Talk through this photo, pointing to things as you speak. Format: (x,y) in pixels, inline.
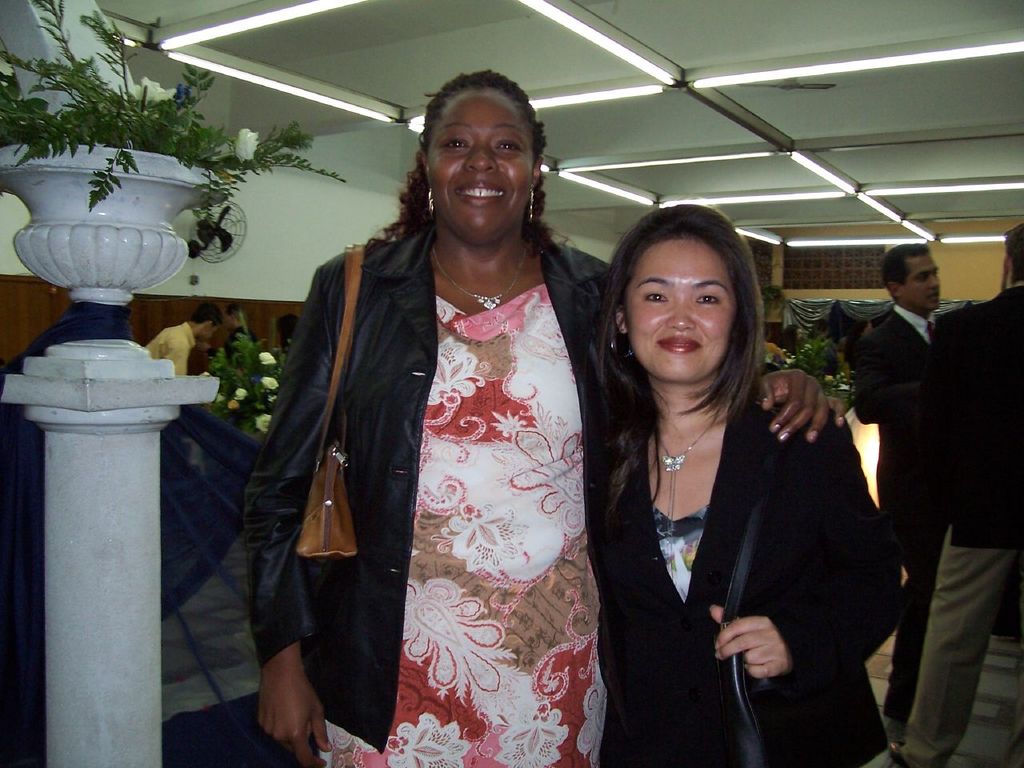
Here people (672,462) are standing, there is a plant (209,165), where there are lights (845,185) to the roof (878,167).
